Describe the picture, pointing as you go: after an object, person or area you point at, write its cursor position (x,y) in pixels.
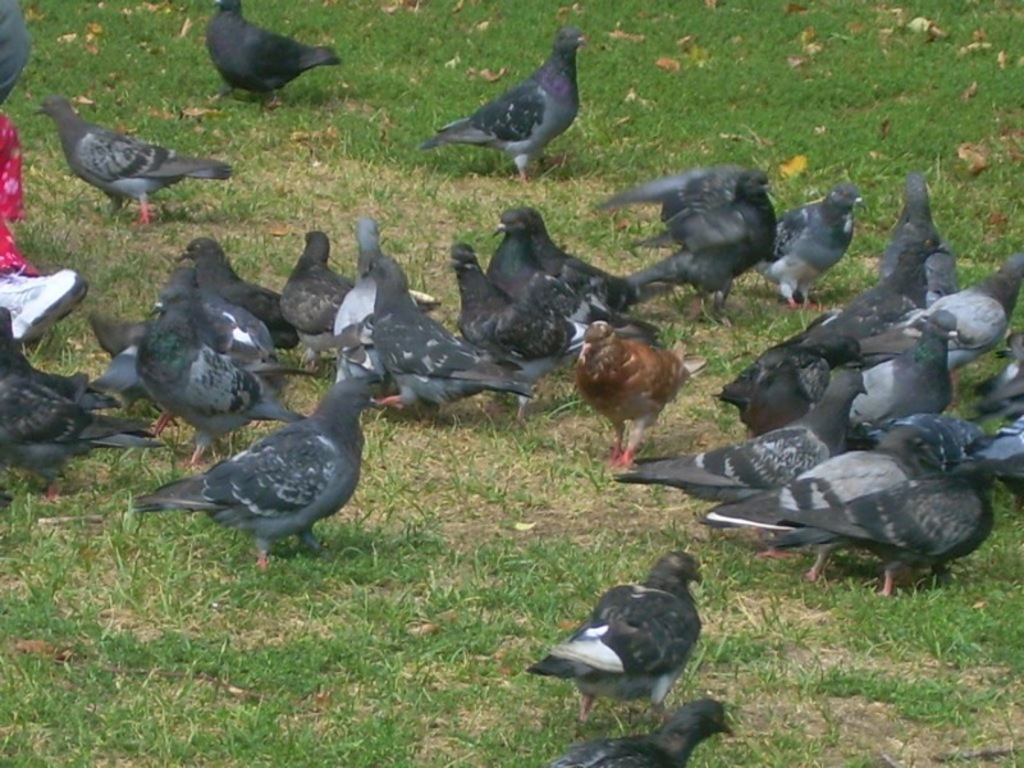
In this image at the bottom (672,573) there are some pigeons (680,584) on the grass (130,312), on the left side (6,158) there are two person legs (21,193) are visible.
